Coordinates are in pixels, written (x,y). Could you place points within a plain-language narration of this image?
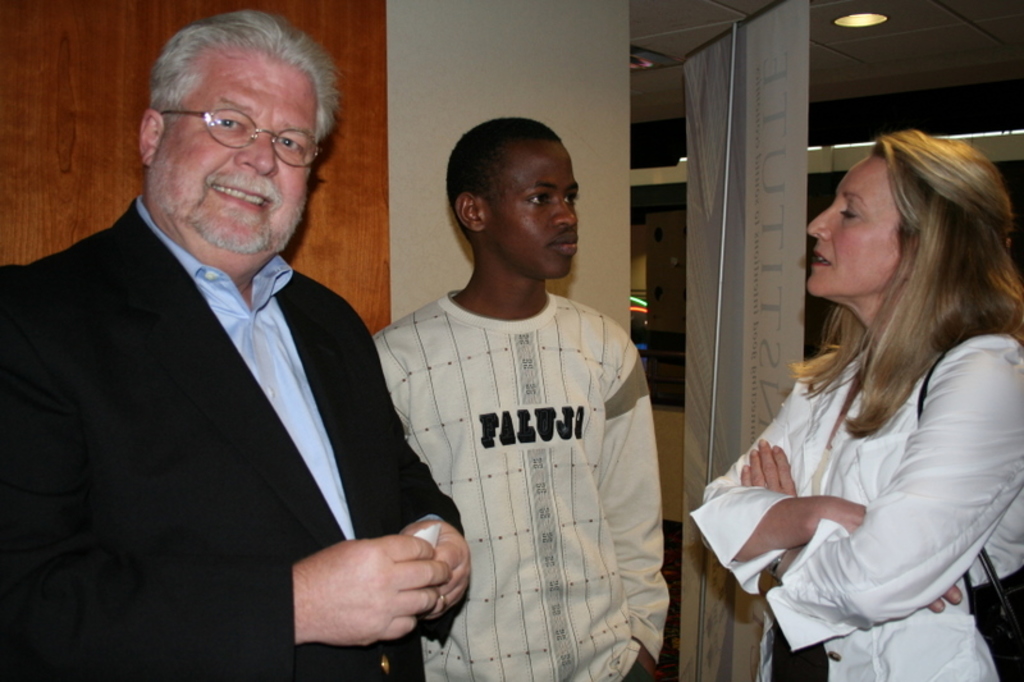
In this picture there are three people (493,430) standing and there is a woman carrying a bag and we can see banner (766,180) and wall (591,35). At the top of the image (686,10) we can see lights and ceiling (902,62).
